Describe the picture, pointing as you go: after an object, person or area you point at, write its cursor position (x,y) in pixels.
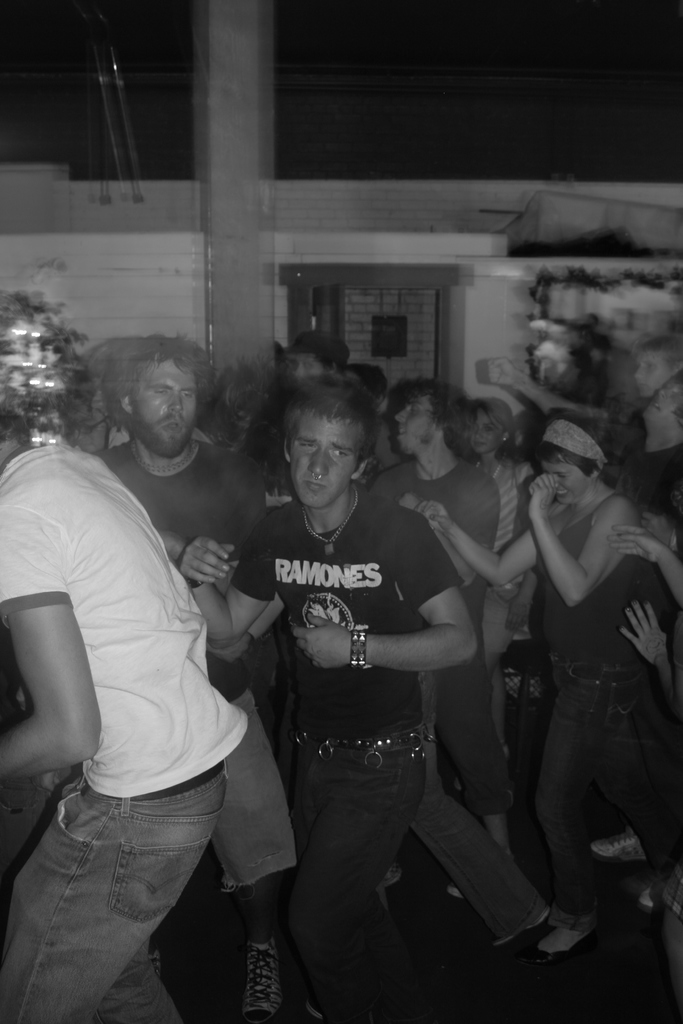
This is the black and white picture of many people (118,565) standing and dancing on the floor (450,965), in the back (14,229) there is wall (399,225).
